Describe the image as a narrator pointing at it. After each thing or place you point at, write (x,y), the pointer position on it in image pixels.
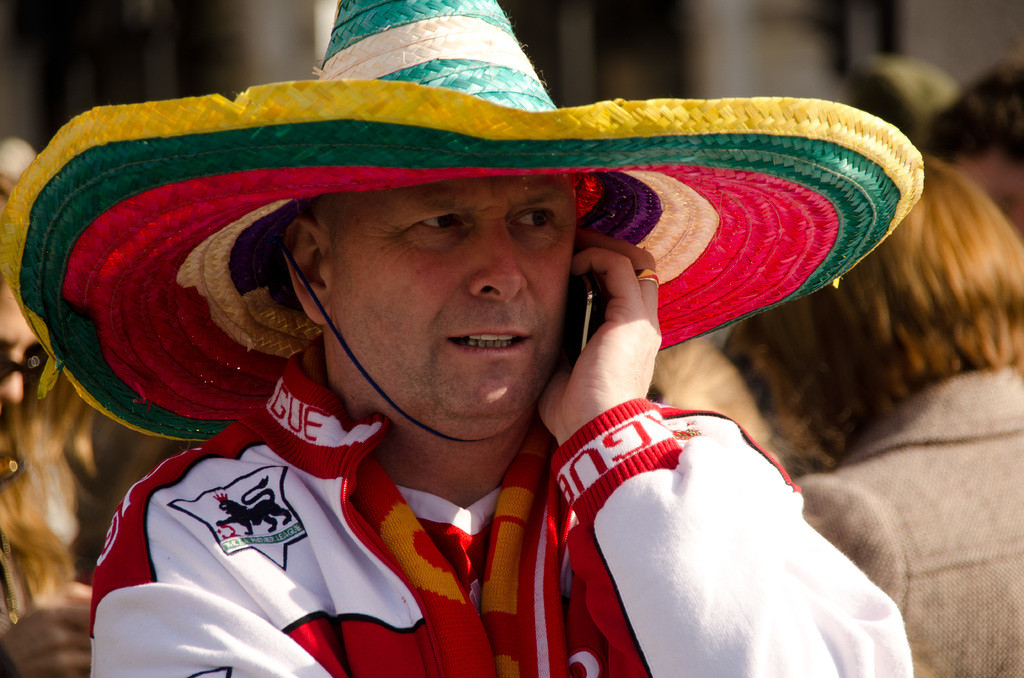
In this picture we can see a person (442,512), he is wearing a hat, holding a mobile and in the background (1006,68) we can see a group of people (911,624) and it is blurry.
